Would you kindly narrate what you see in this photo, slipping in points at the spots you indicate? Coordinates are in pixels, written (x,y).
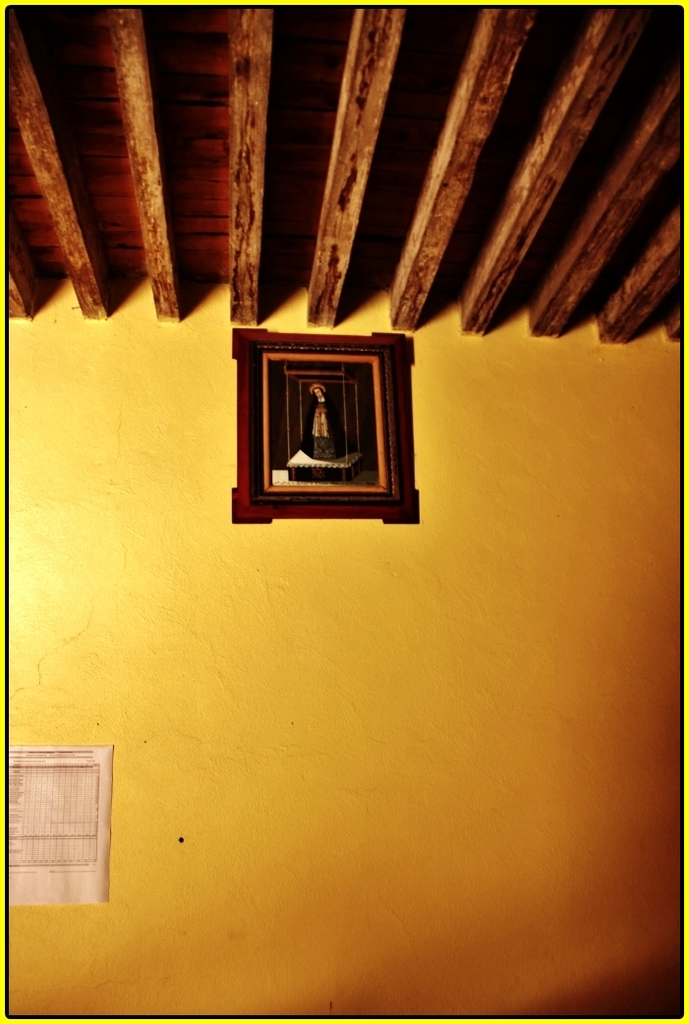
In this image we can see a photo frame (353,353) and a paper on a wall (260,739). We can also see a wooden roof (294,216).
